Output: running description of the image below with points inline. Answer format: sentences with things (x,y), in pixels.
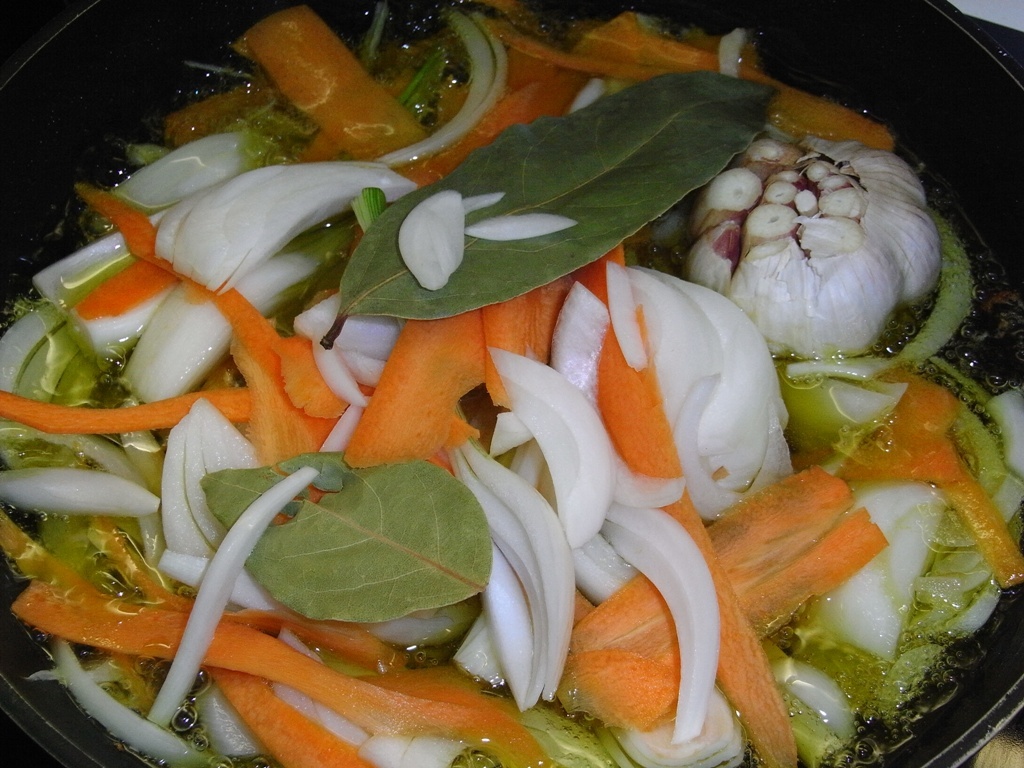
In this image we can see food items (614,346) in a pan (917,155).
